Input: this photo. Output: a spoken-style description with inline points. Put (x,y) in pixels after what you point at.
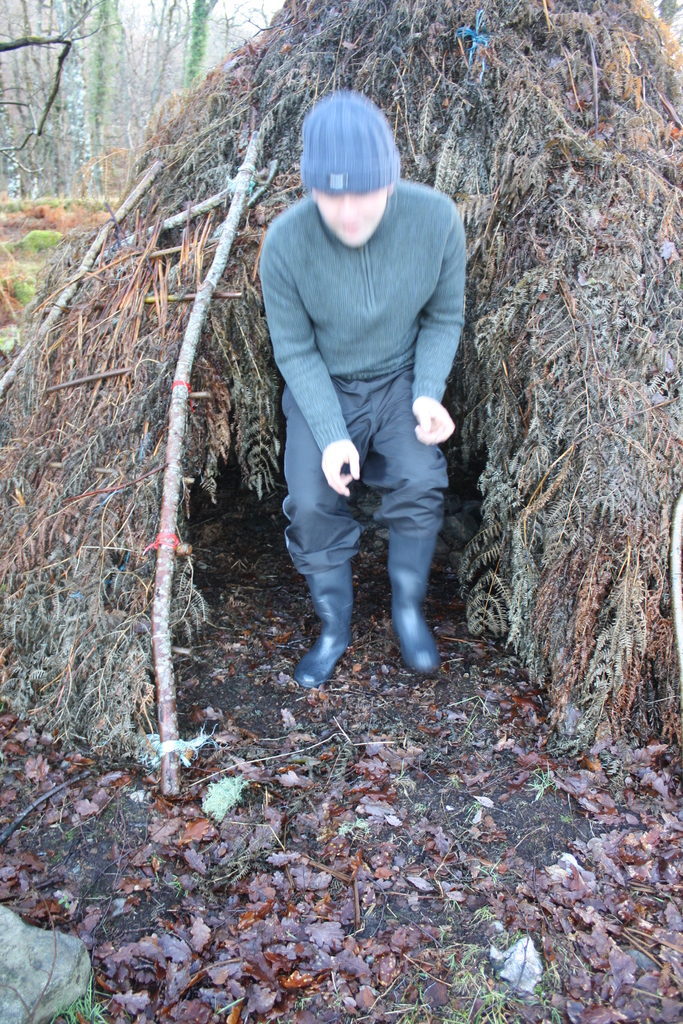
In this image I can see a person (367,323) wearing dress (363,275) and hat (360,108) is standing on the ground (363,558), few leaves (347,789) on the ground (295,829) and the hut (554,368) which is made of tree leaves (590,281). In the background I can see few trees (131,147) and the sky (176,52).
